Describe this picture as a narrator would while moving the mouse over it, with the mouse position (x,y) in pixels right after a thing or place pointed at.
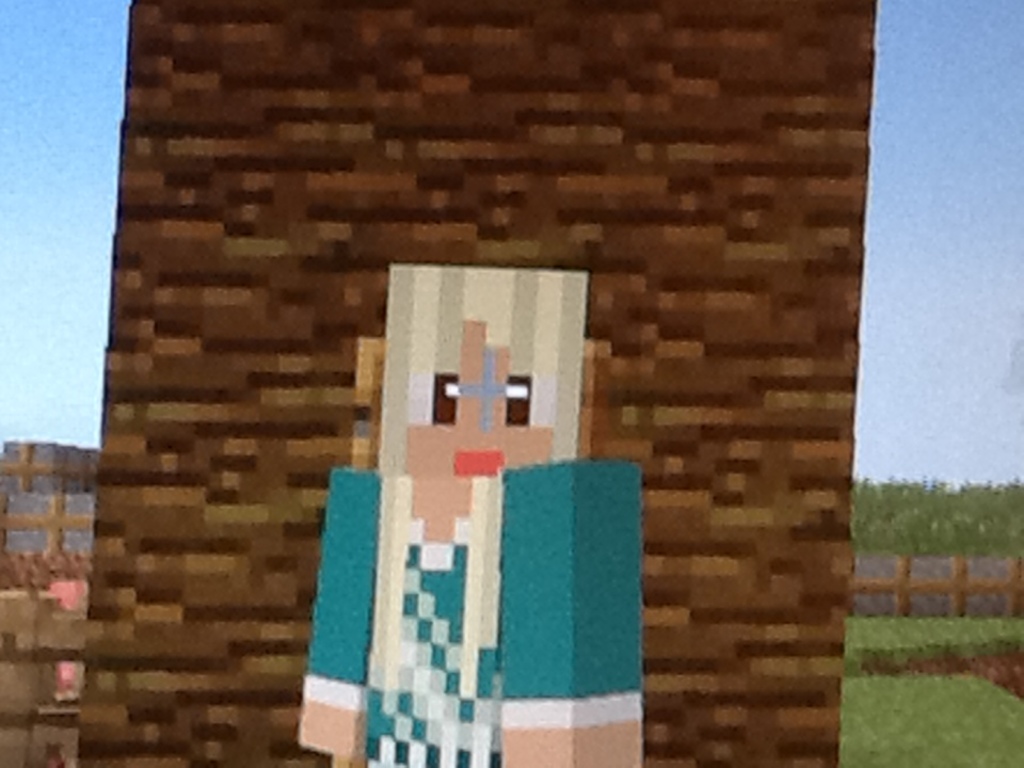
This is a graphical image. Here we can see a picture (581,376), wall (437,250), fence (962,615), grass (863,755), trees (894,525), and objects (53,746). In the background (57,103) there is sky (872,236).
